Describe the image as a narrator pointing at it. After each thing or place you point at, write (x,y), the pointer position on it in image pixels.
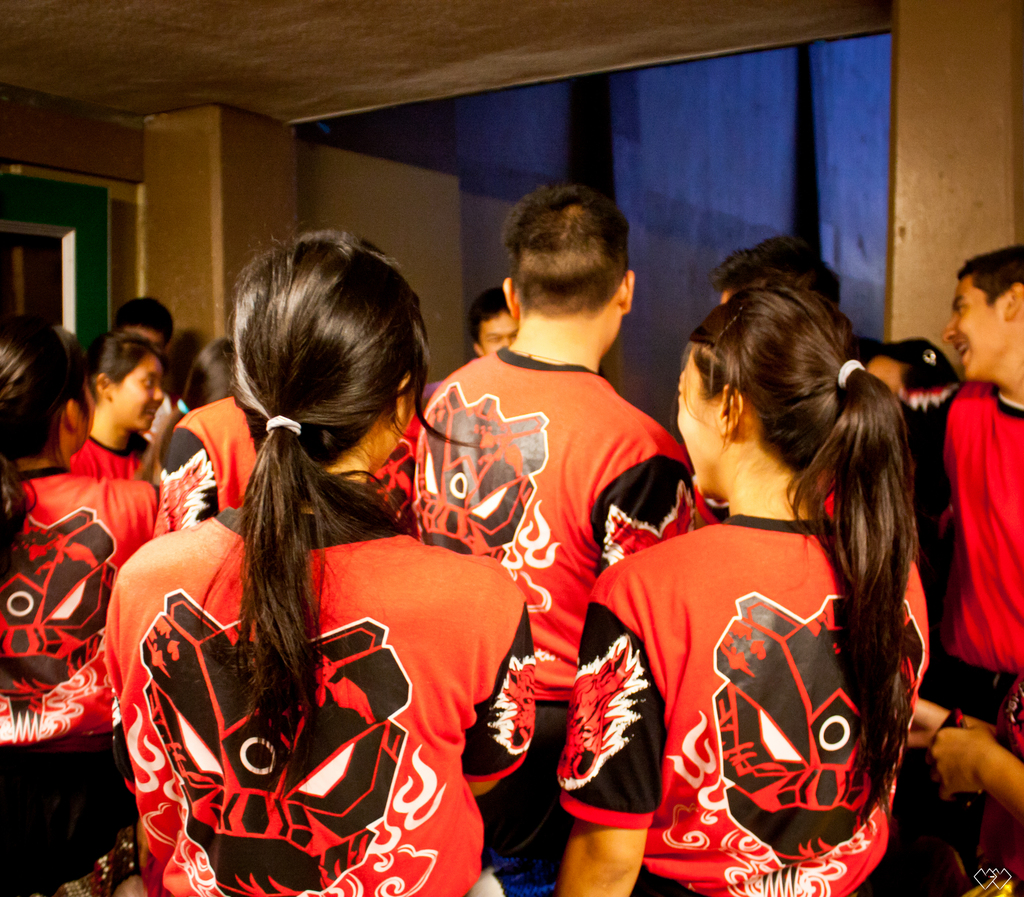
This is the picture of a room (939,253) in which there are some people (606,488) wearing same dress (711,593) and to the side there is an other person (960,397) in red top (960,397).
